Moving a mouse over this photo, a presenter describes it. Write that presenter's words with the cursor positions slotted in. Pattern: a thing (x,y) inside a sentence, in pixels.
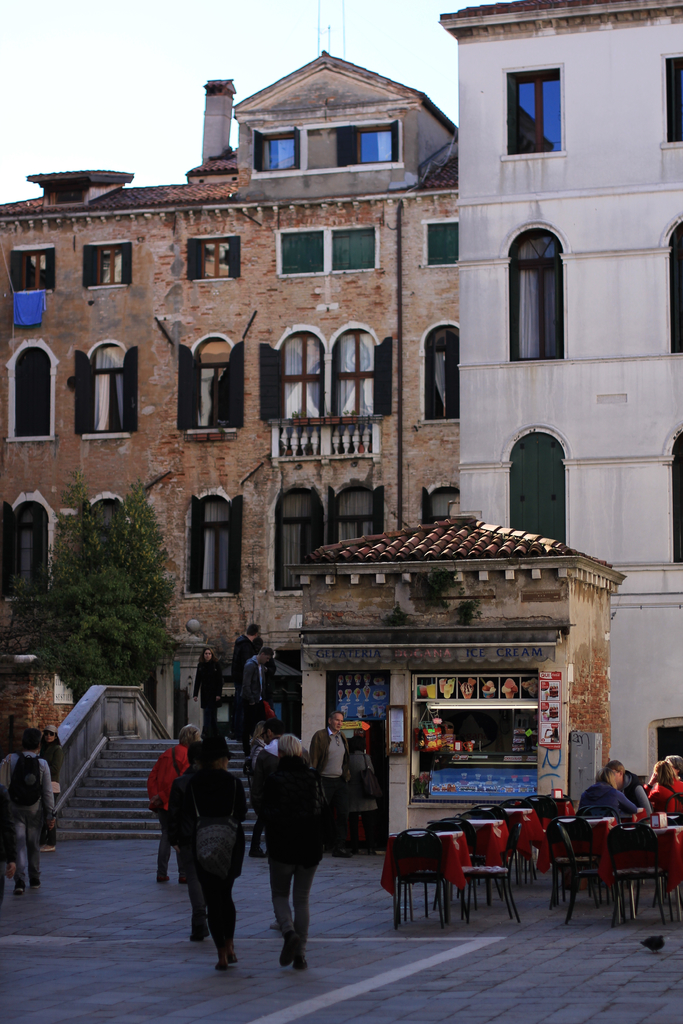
Here we can see a group of people (350,768) walking towards building (150,403) and beside them we can see chairs (403,881) and tables (465,855) present, we can see building (59,323) having full of Windows (305,381) present.
